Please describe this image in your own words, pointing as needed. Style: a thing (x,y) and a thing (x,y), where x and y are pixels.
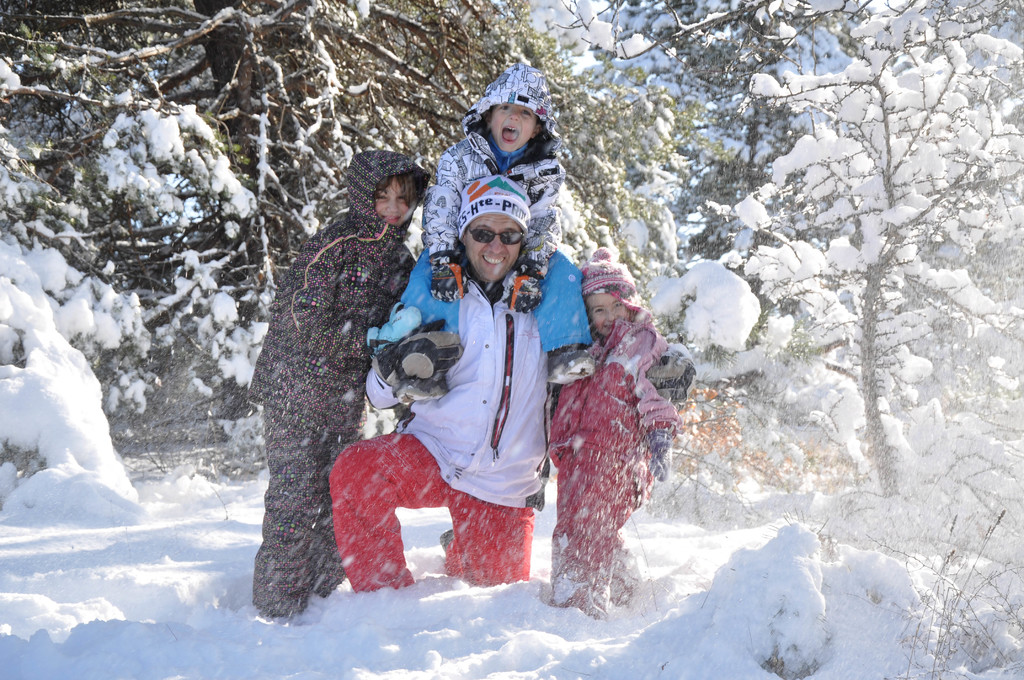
In this image, I can see four persons (471,261) smiling. In the background (276,214), I can see trees (682,68) covered with snow (910,215).
